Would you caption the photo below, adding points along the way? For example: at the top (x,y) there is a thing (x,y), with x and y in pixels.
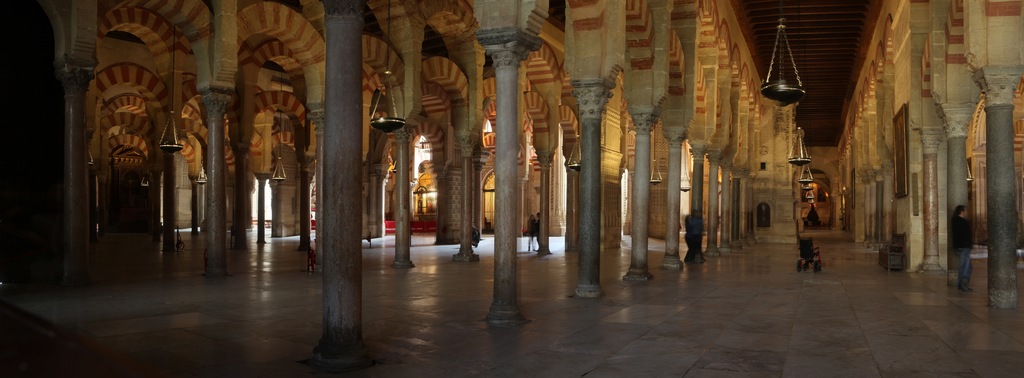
Foreground of this hall (573,237), there are arches (533,113), pillars (220,197), bowls (394,121) like an objects (387,123) are hanging to the ceiling (772,24) and few persons (968,268) are walking on the floor (511,366).
